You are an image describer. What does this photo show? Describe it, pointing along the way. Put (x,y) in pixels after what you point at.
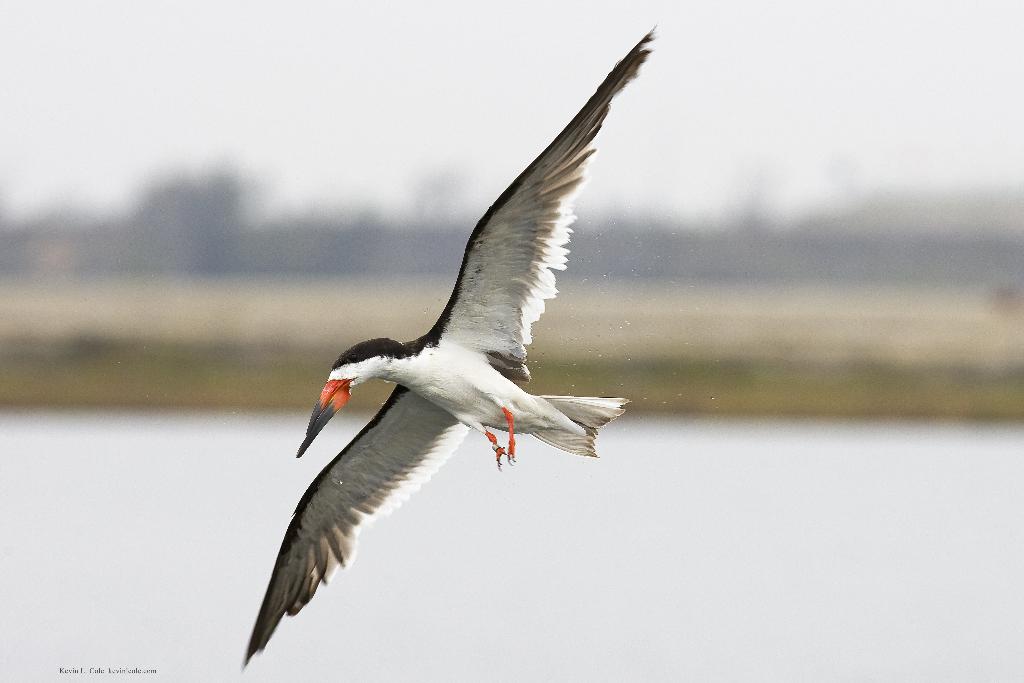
This picture shows a bird (489,335) flying it is white and black in color and we see water (550,487) and trees (27,224) and we see text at the bottom left corner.
